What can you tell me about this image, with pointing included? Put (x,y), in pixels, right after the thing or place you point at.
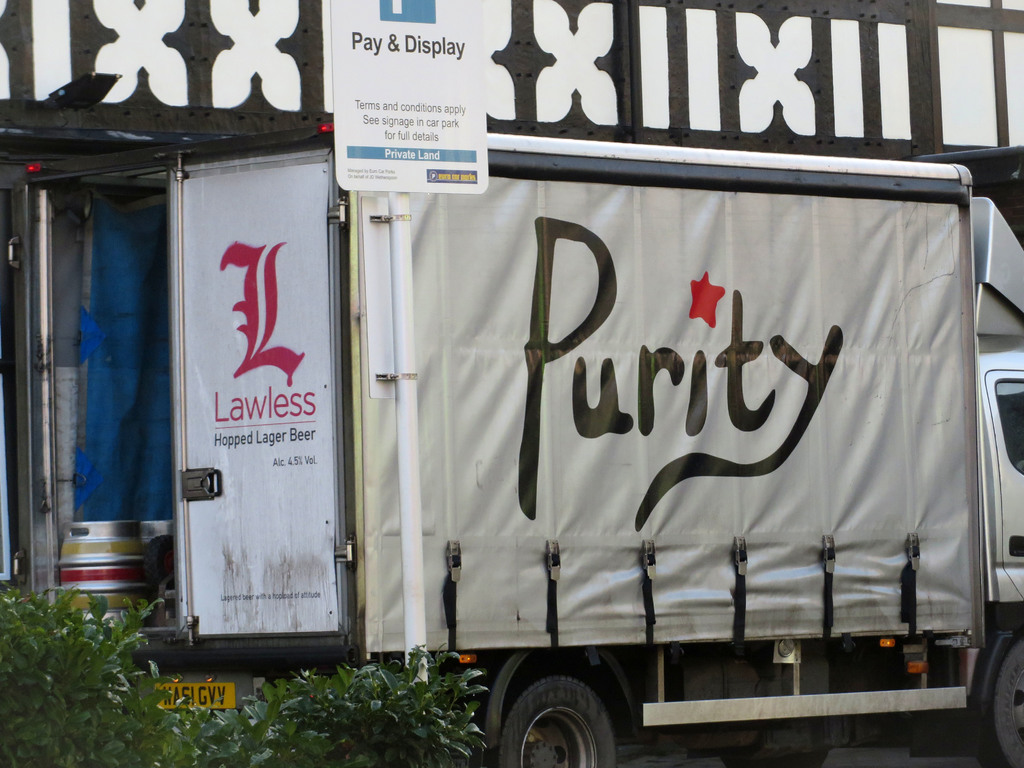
In this image I can see a vehicle (499,512). On this vehicle (445,454) I can see doors (252,437) and something written on it. In the foreground (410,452) I can see a pole (405,471) which has a board (409,99) attached to it and plants (228,726) over here.
